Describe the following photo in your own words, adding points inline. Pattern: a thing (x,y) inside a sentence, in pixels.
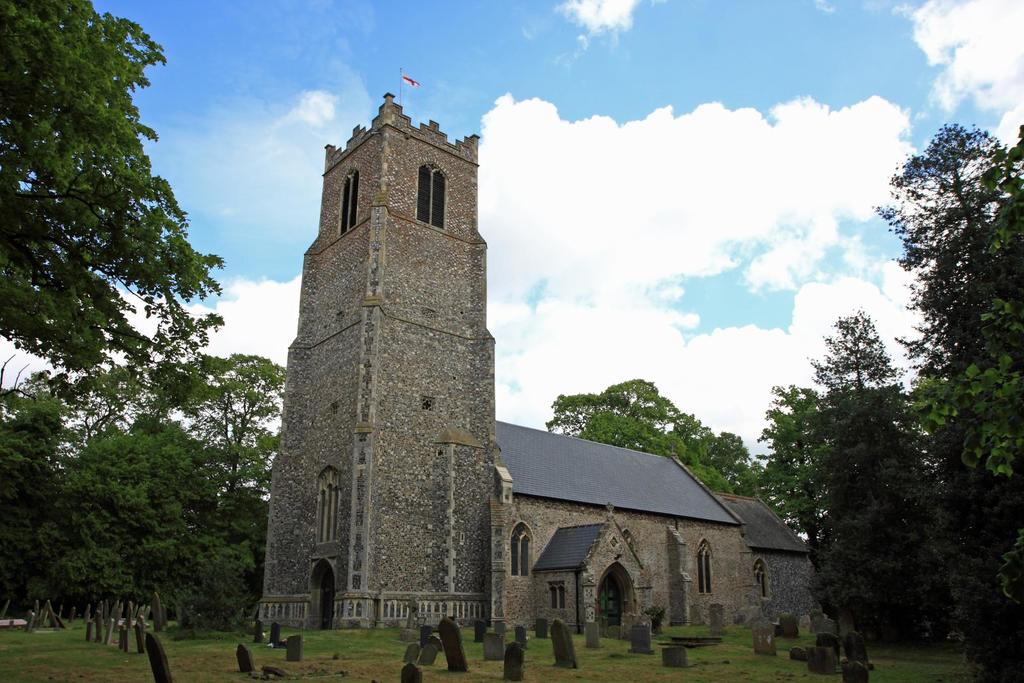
There is a graveyard (130,668) and in between the graveyard (667,669) there is a big church (396,538) and there are plenty of trees (52,311) around the church (393,537).
